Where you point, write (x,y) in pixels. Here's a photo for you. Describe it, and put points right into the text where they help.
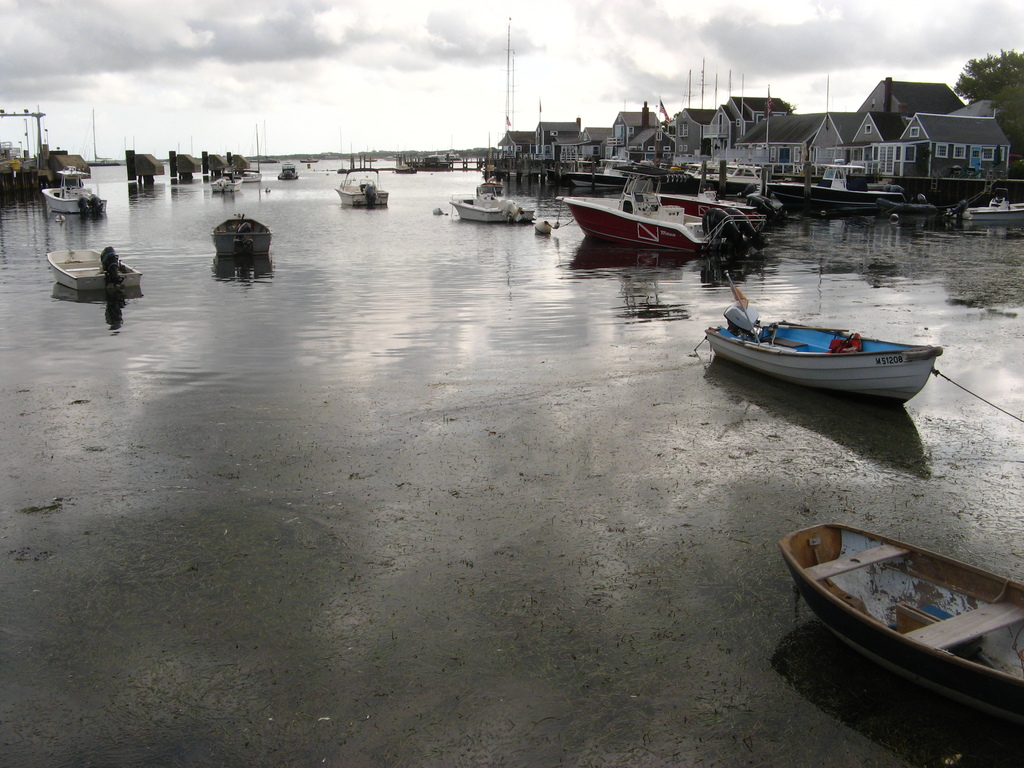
There are boats (618,231) on the water (41,318). There are buildings (682,130), trees (1013,117) and poles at the right side (718,126).
